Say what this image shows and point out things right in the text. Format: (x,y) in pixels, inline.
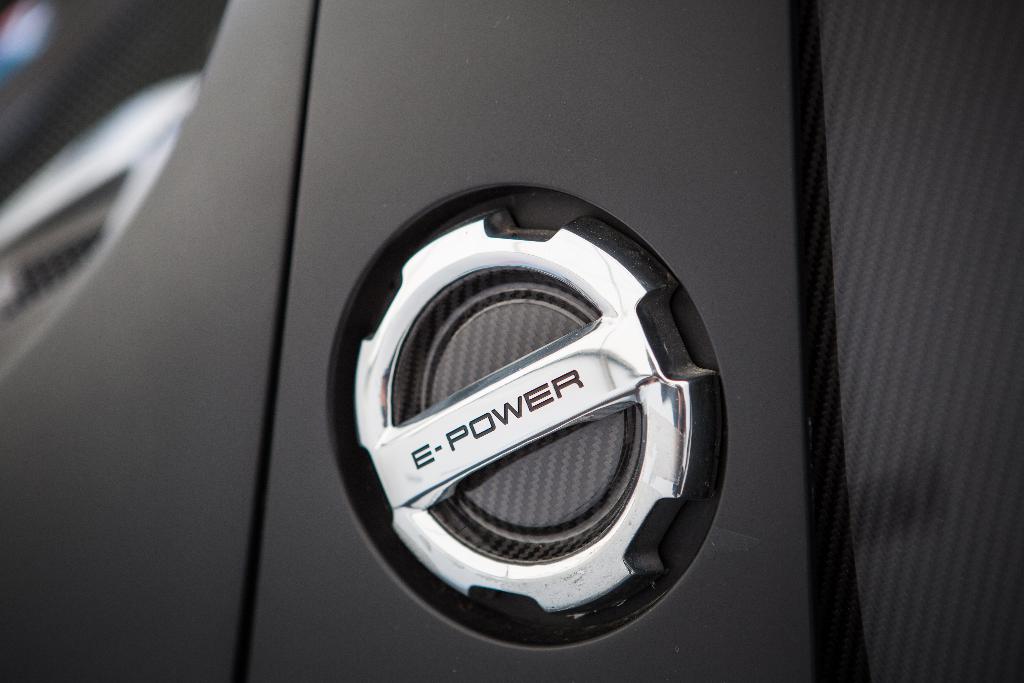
In this image we can see an object (499,422). On the object (508,442) we can see some text (453,433).
